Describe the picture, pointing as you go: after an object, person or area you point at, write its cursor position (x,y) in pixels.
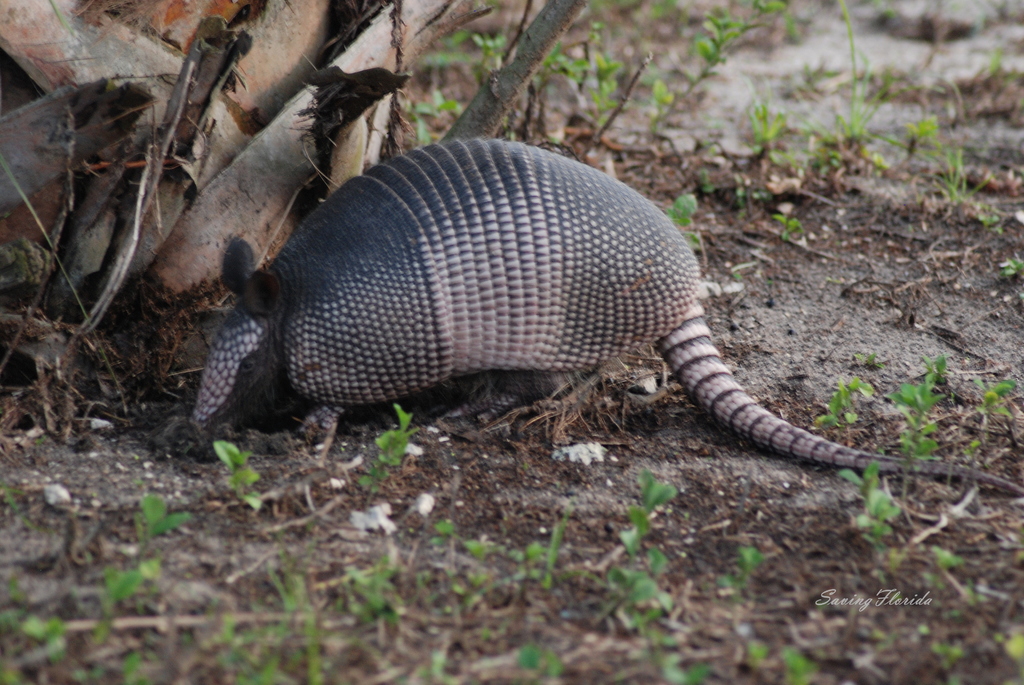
In the picture I can see an animal (413,322) on the ground (541,449). I can also the grass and some other objects (290,121).
